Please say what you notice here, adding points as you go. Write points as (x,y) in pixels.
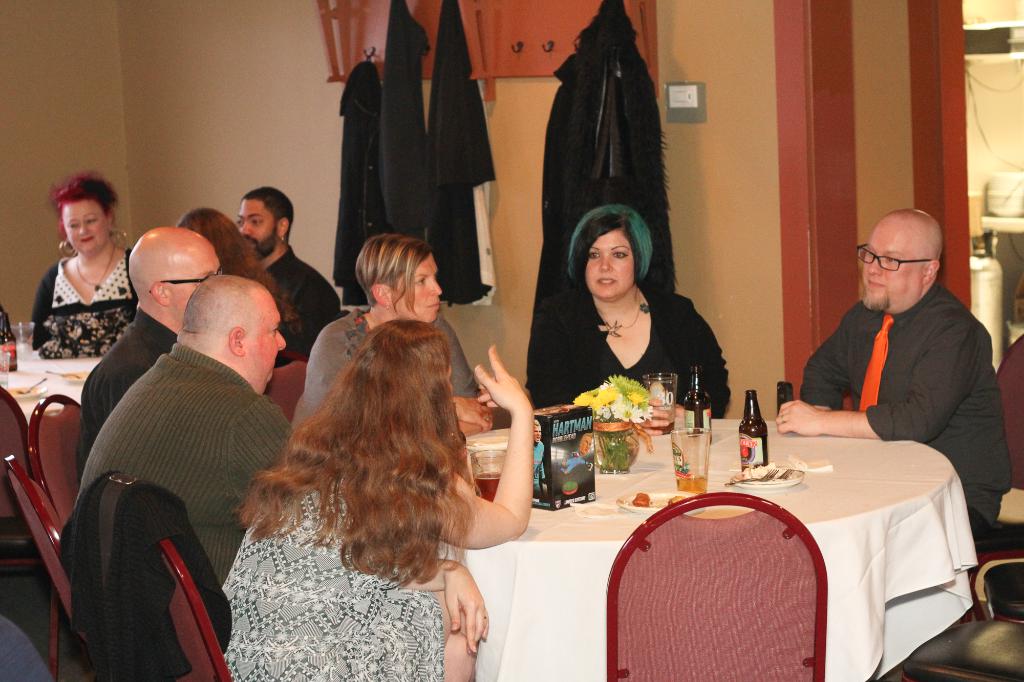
In this image I can see a group of people (253,370) who are sitting on a chair (166,542) in front of a table (718,427). On the table (773,434) we have a box (581,470) and other objects (632,441) on it.
